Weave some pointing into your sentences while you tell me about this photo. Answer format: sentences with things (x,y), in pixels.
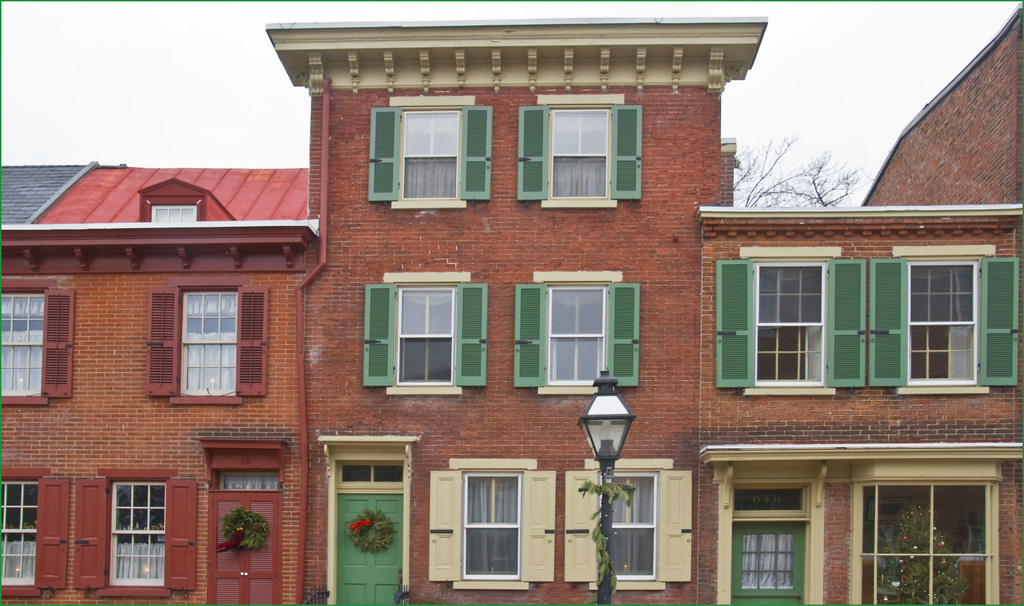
In the image there is a building (257,400) with many windows (442,326) and door (236,569) and a light pole (613,462) in the middle (610,396) and above its sky (800,52).
